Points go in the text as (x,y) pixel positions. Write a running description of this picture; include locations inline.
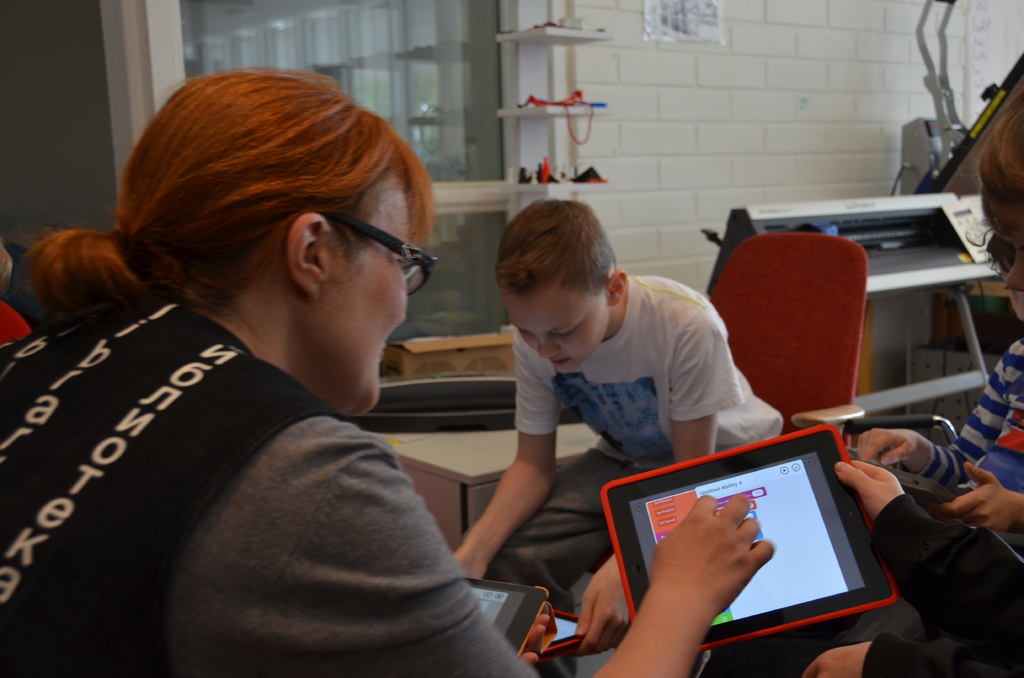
In this picture, we see people (429,586) are sitting on the chairs (827,373). The woman (385,527) on the left side (262,483) is holding a tablet (747,483) and she is trying to explain something. Behind them, we see a white table (449,451) on which some objects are placed. Behind that, we see a white wall (736,153), window (488,118) and the shelves (566,188) in which toys (551,180) are placed.
